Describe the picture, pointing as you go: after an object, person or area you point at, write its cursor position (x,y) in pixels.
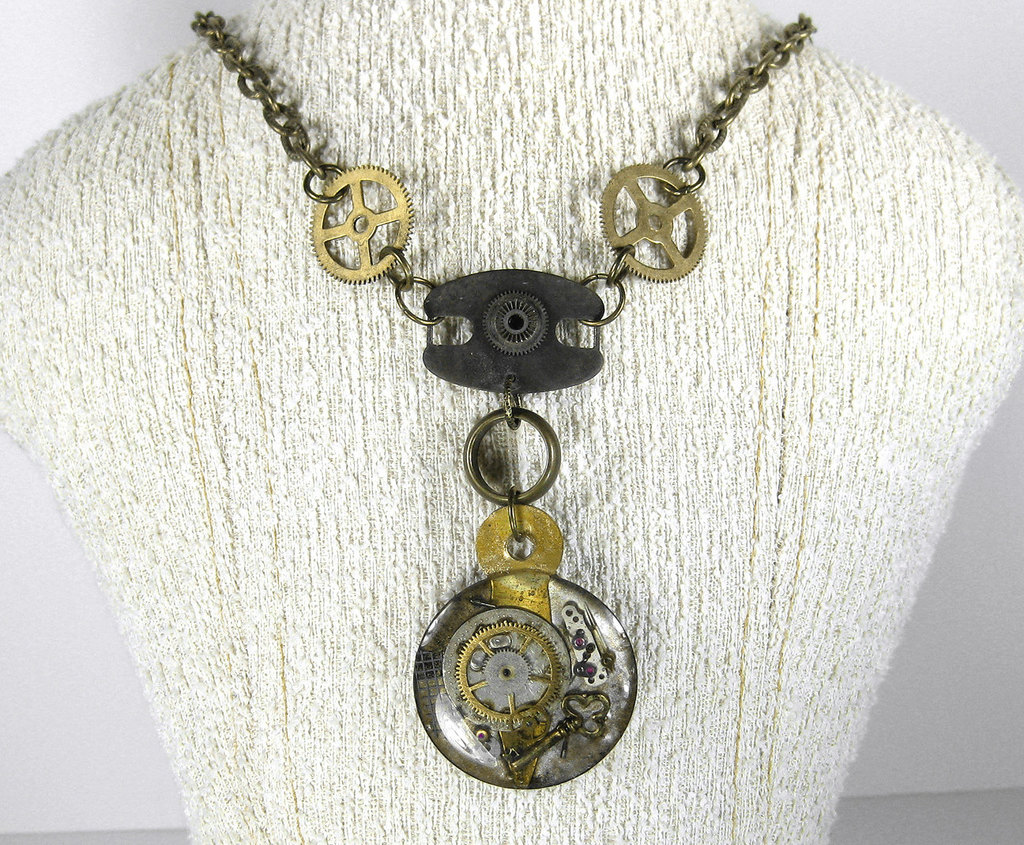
There is a chain (628,250) which has an object (531,532) attached to it.
